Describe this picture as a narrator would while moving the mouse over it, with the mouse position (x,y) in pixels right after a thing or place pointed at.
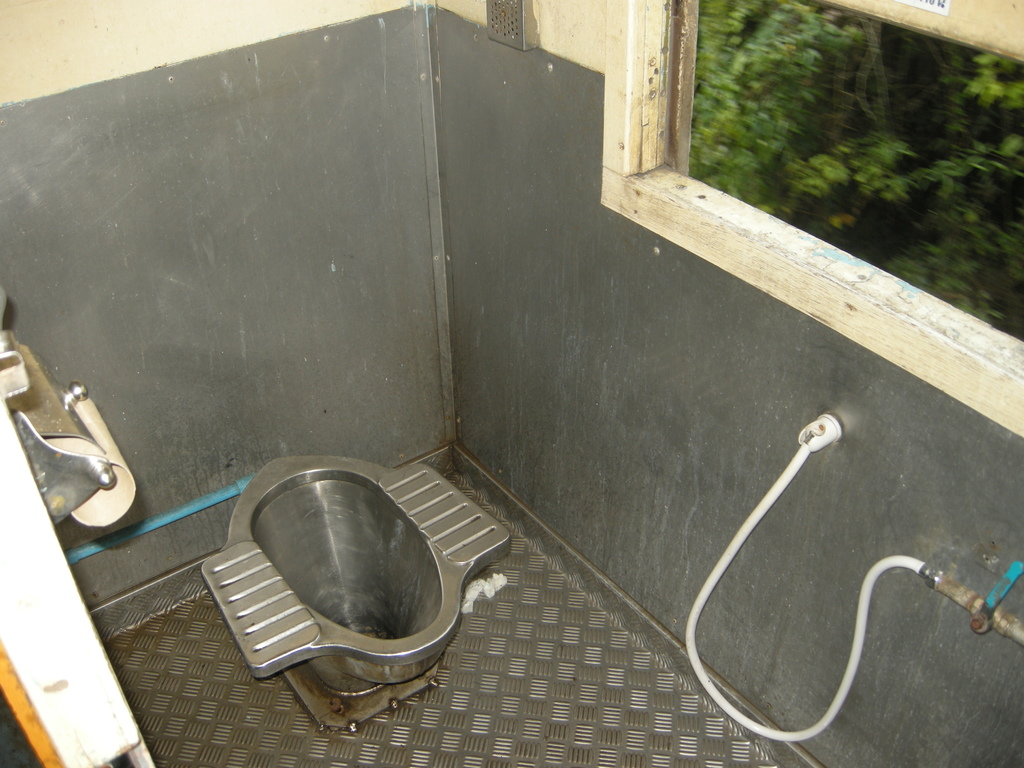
In the center of the image (352,474) we can see a toilet seat (239,563). On the right (863,613) there is a tap (982,623) and pipe (913,568). On the left (46,593) there is a door (75,590). In the background (207,254) there is a wall (287,145) and we can see a window (720,139).
